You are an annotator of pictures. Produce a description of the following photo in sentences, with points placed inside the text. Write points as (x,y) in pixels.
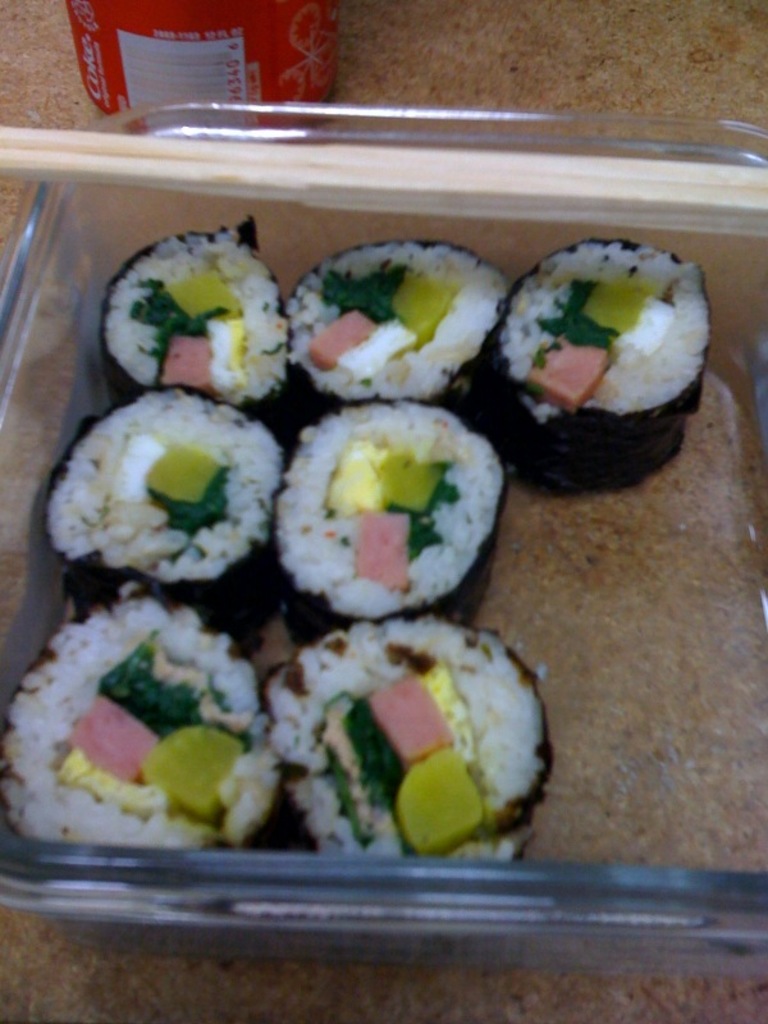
In this image, we can see food (494,399) in the tray (523,488) and in the background (121,96), there is a bottle (224,58). At the bottom (134,980), there is a table (160,952).
